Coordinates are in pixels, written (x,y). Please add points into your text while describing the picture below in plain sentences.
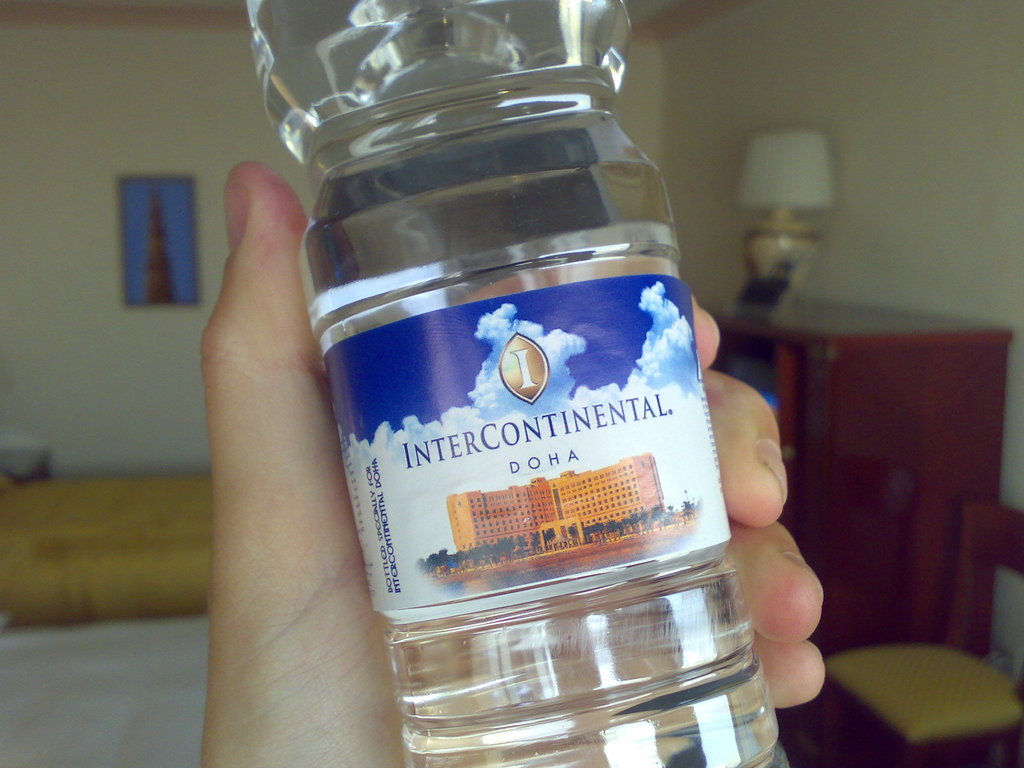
In this image there is a person (325,430) holding bottle (439,359) which is labeled as intercontinental. At the back (714,109) there is a frame (178,231) on the wall (215,137) and at the right (911,366) there is a lamp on the table (921,504).
